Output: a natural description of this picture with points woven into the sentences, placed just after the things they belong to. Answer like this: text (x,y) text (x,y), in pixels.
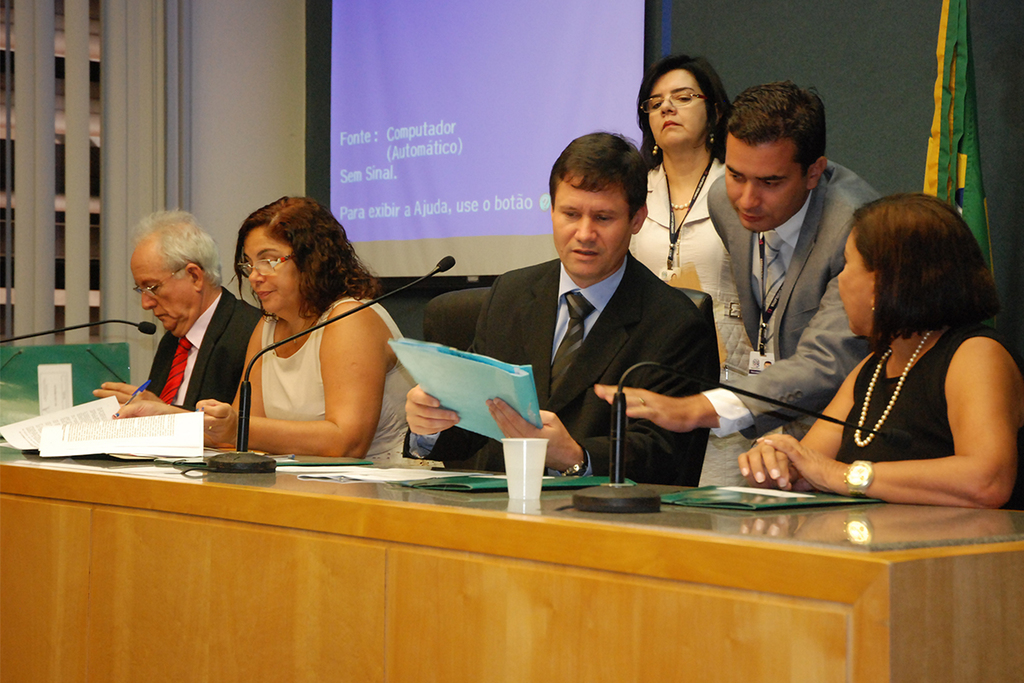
In this picture I can see couple of humans (720,193) are standing and few people (437,400) are sitting on the chairs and I can see a glass (517,462), few microphones (618,435) and papers (406,467) on the table (358,485) and a projector screen (456,249) in the back (466,151) and a flag (932,132) on the right side of the picture (955,127).
